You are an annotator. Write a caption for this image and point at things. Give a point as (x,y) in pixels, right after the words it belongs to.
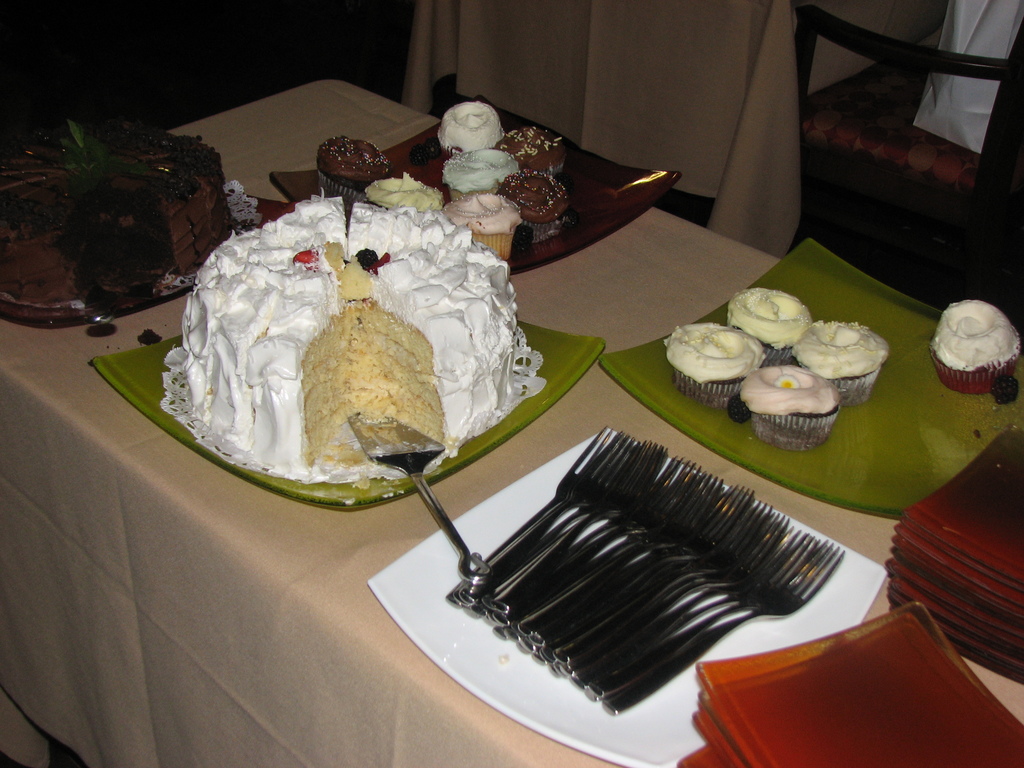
In this image I can see cakes (436,295), forks (572,608), plates (436,595), cupcakes (780,396) on the table (525,446). They are in white, cream, brown color.
